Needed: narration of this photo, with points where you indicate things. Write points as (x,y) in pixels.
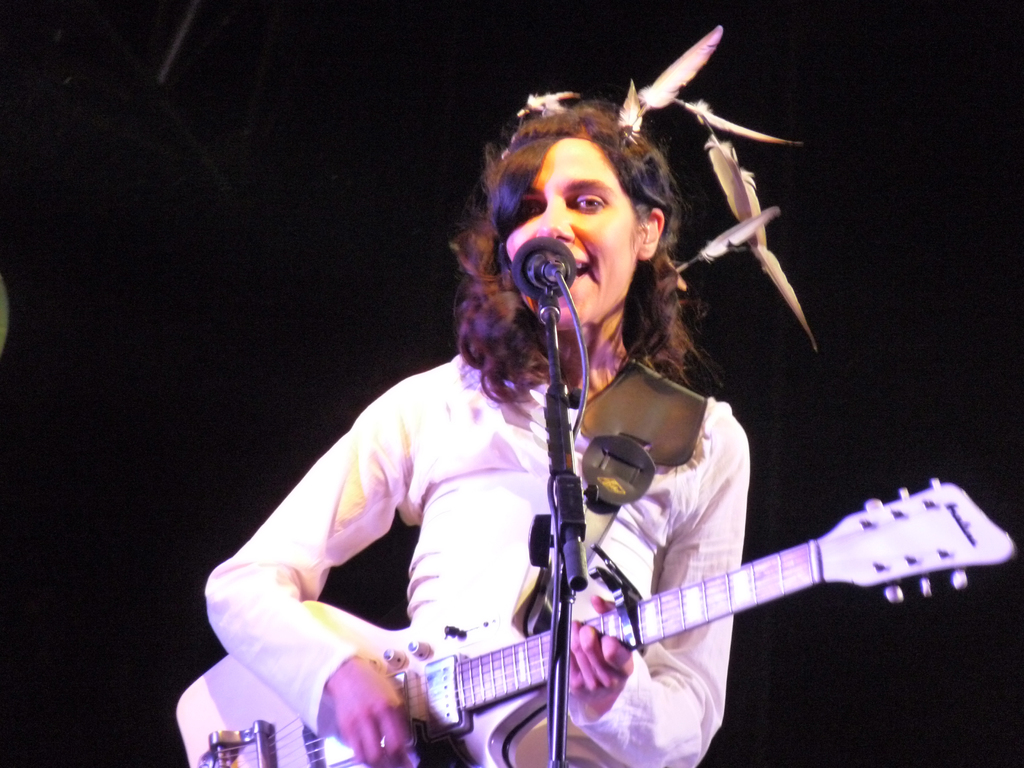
In this picture we can see a woman (585,339), she is singing and playing guitar (664,599) in front of the microphone (551,284).
